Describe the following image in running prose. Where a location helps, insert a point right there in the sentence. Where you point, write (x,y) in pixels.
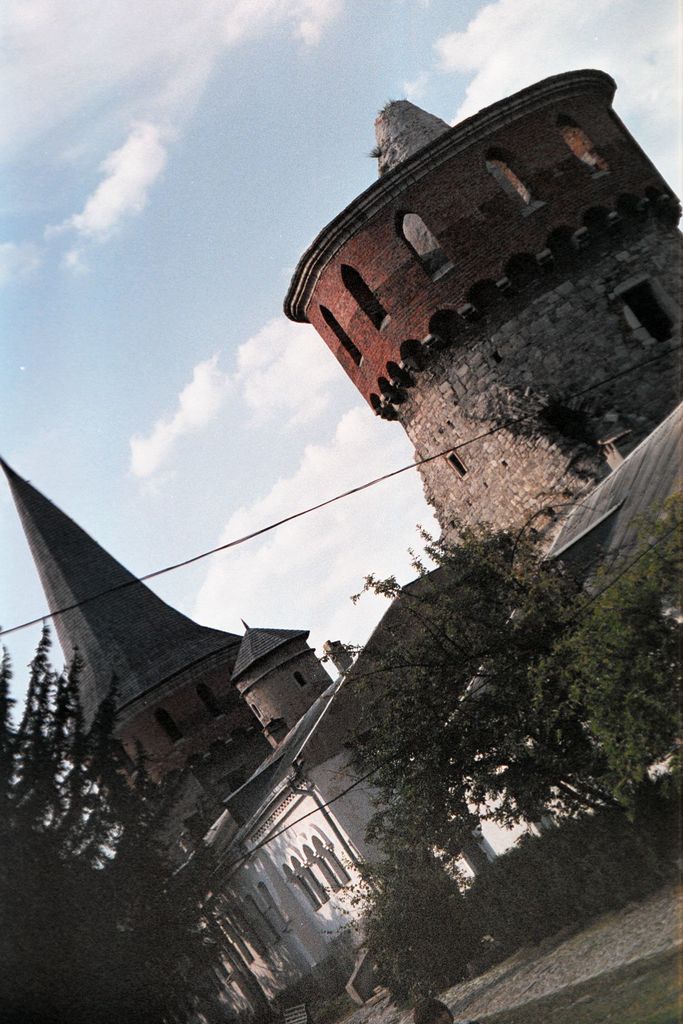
As we can see in the image there are buildings (412,644), trees (122,824), grass (593,983) and on the top (185,198) there is sky (181,332).
